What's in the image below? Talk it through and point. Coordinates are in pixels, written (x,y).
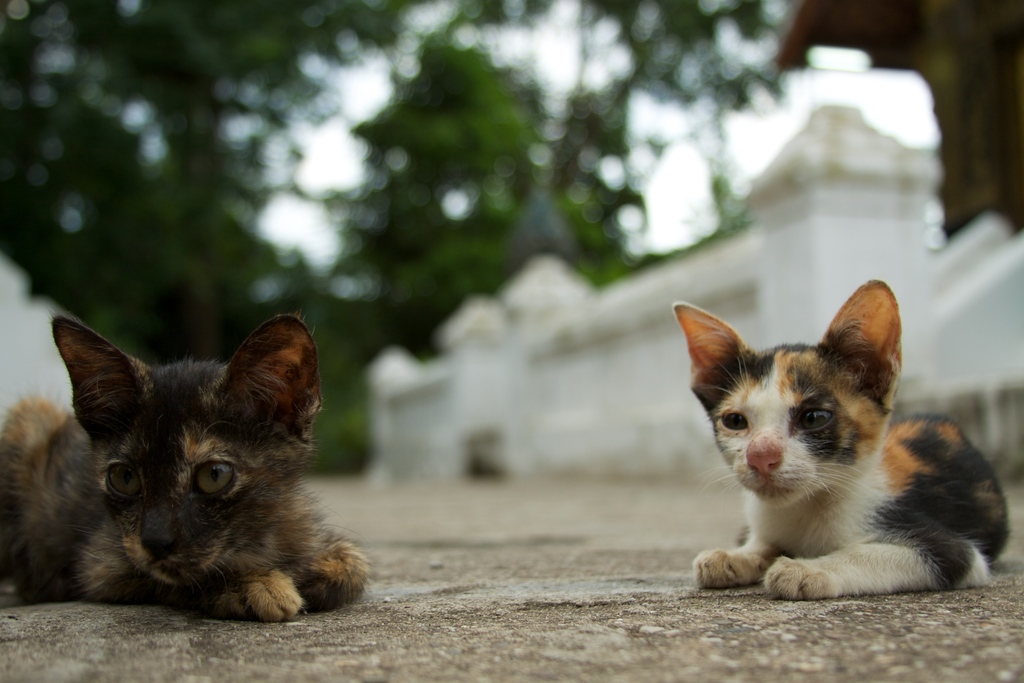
In this image I can see two cats (209,481) which are black, brown and cream in color are on the ground (382,573). I can see the blurry background (211,227) in which I can see few trees (413,249), the white colored wall (634,287) and the sky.
